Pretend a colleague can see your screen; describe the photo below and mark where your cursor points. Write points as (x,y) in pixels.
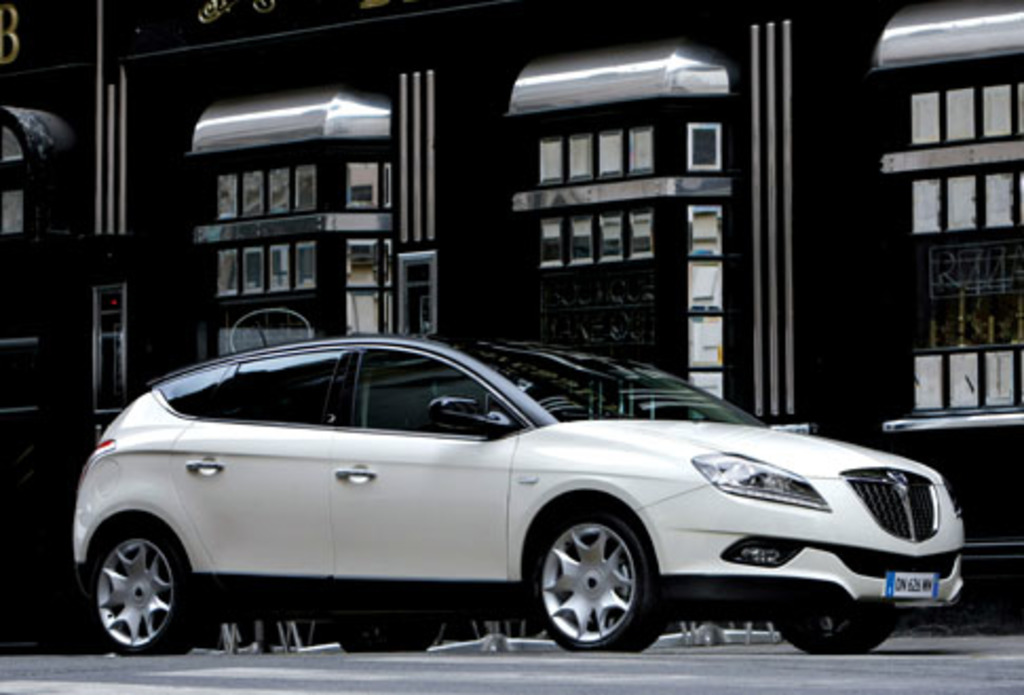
In this picture there is a white color car (770,563) parked on the roadside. Behind there is a black color building (645,246) with glass windows (601,155) and a silver color canopy sheds (583,87).
